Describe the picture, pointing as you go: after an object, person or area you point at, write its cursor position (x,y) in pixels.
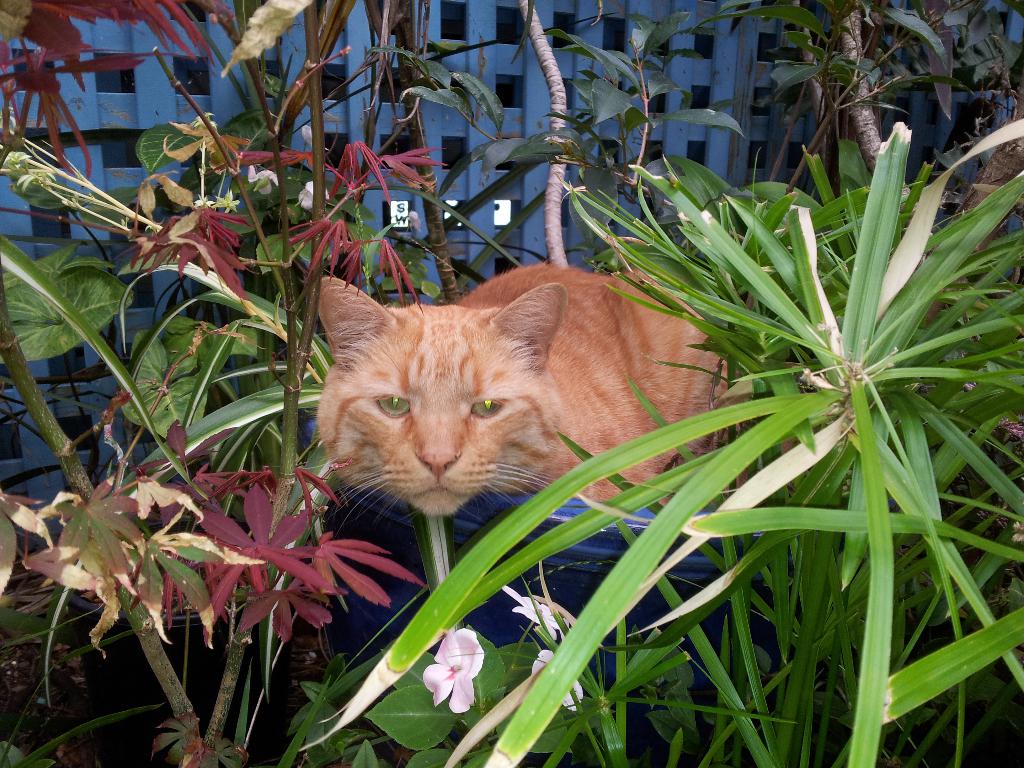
In this image we can see a cat (542,361) crouching inside a bucket (501,592) placed in a between group of trees (711,497). In the background (92,101) we can see a wooden fence (80,116).
